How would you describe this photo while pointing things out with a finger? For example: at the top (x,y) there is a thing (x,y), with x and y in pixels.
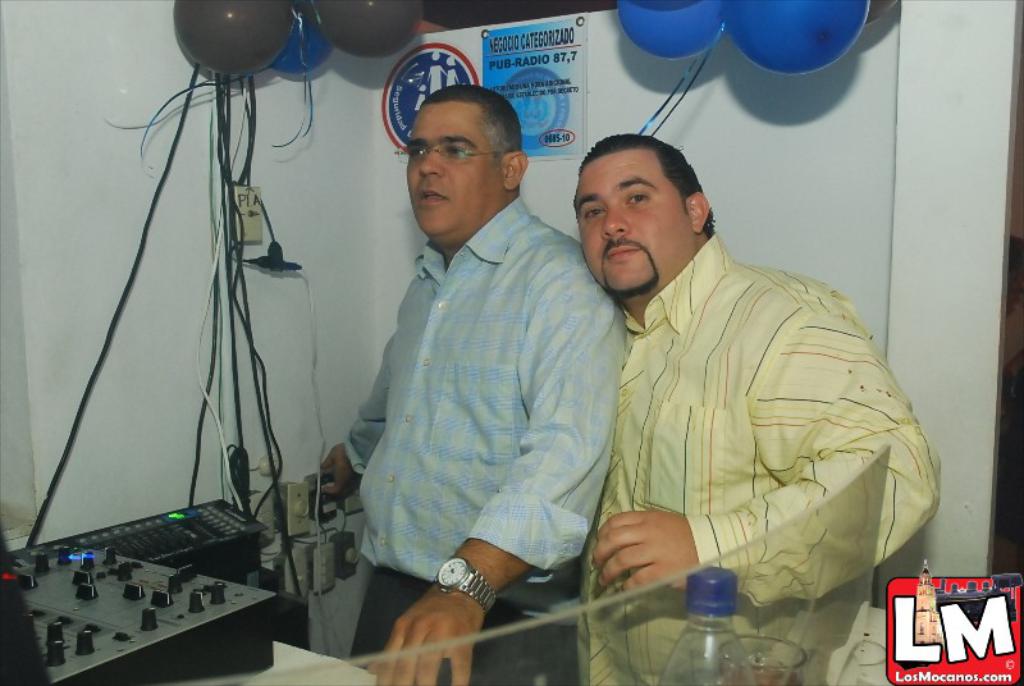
In this image we can see two men (616,404) are standing. One is wearing blue color shirt (415,449) and the other one is wearing yellow color shirt (699,468). In front of them black color controller machine (130,584) is there. And behind them white color wall (257,145) and blue and black color balloons (726,25) are there. On wall (458,50) two posters (457,57) are posted. Bottom of the image (706,651) bottle (699,661) and glass (774,664) is present.
